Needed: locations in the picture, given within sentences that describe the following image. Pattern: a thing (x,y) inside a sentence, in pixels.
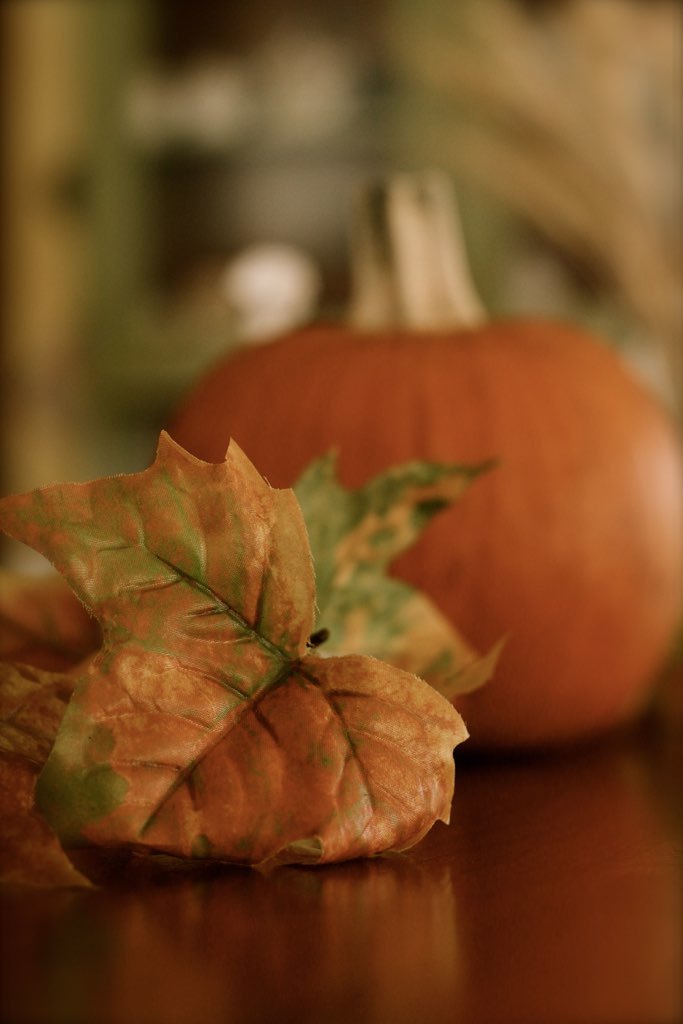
In this image we can see leaves (290,600) and a pumpkin (422,358) on the table (454,846) and a blurry background (86,279).
